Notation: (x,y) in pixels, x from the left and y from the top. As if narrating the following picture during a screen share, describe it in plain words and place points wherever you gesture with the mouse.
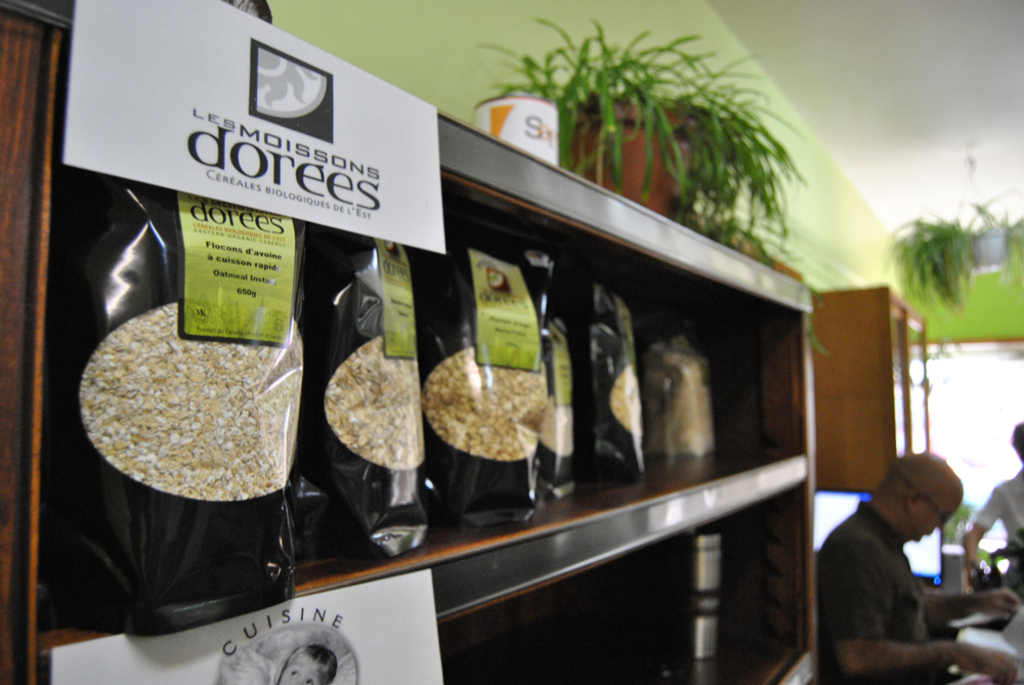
In the image we can see there are people (890,554) standing and there are packets (452,424) kept on the rack (799,376).
